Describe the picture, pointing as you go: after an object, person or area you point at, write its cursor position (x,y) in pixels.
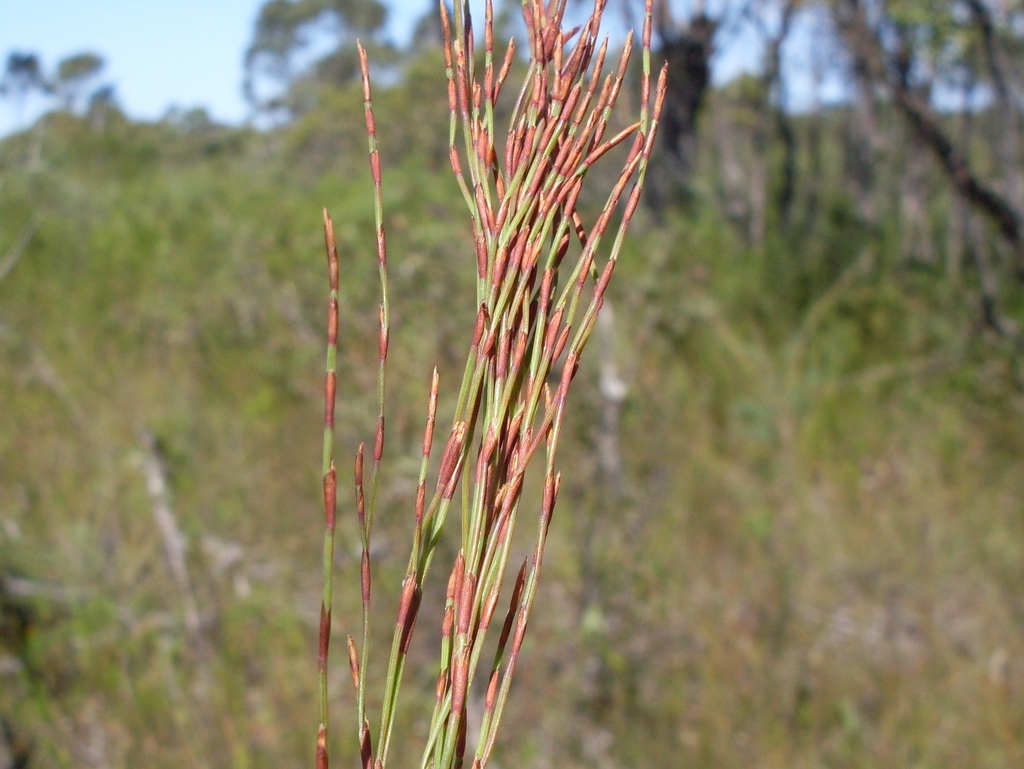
In this picture there is a plant (403,580) in the foreground (464,54) which is green and red color. At the back (74,155) there are trees (814,228). At the top (218,70) there is sky (184,35).
